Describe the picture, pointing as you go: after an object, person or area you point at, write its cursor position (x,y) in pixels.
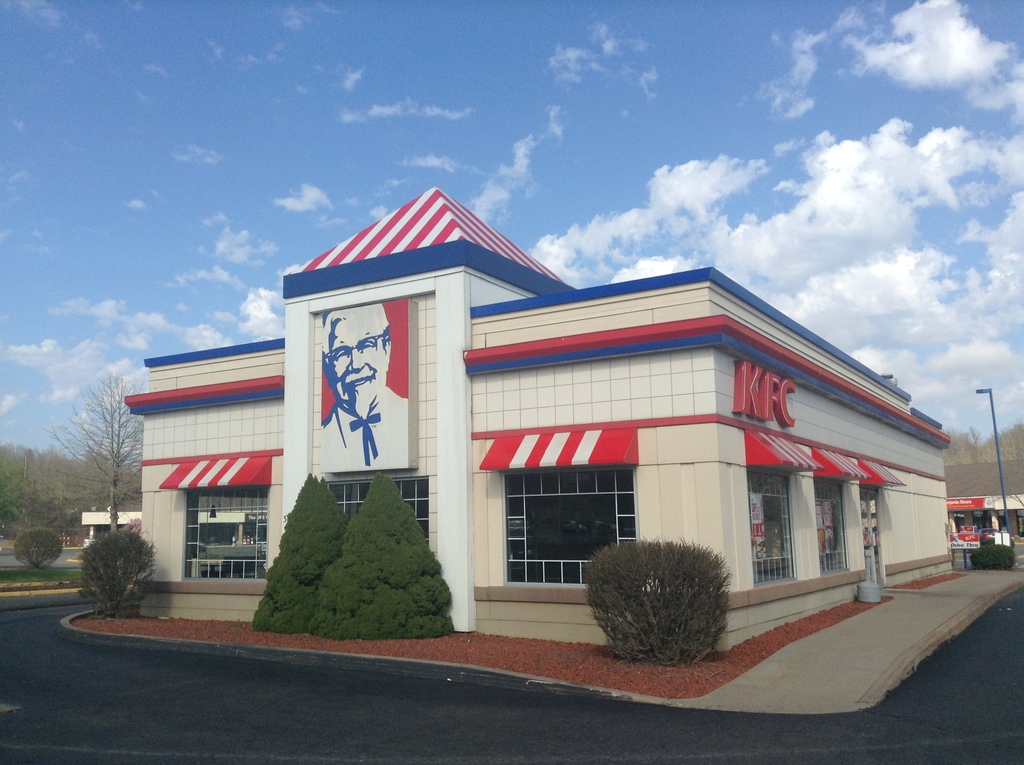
There is a road (438,687) and plants (416,615) present at the bottom of this image (617,726). We can see trees (385,501) and a building (563,467) in the middle of this image (487,447). The cloudy sky (534,217) is in the background (589,249).
